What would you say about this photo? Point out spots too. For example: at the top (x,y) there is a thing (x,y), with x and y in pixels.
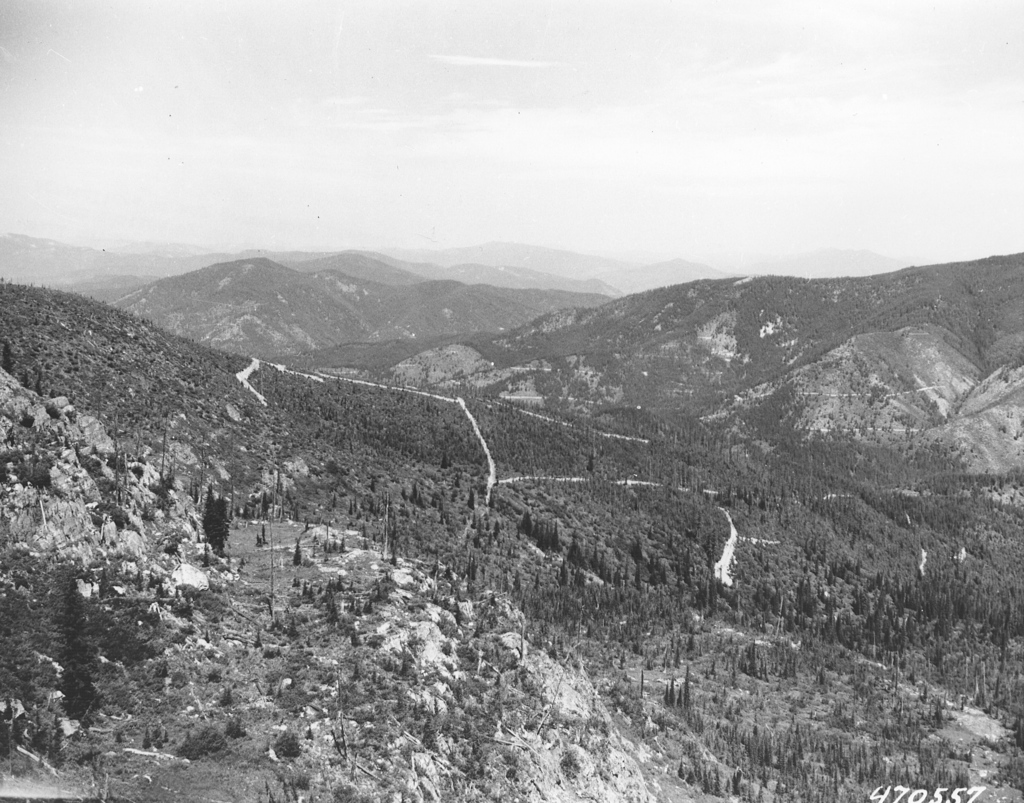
In this image at the bottom (748,626) there are some trees (505,511) and mountains (831,486) and in the background (527,333) there are mountains (449,333), at the top (543,204) there is sky (673,209).
